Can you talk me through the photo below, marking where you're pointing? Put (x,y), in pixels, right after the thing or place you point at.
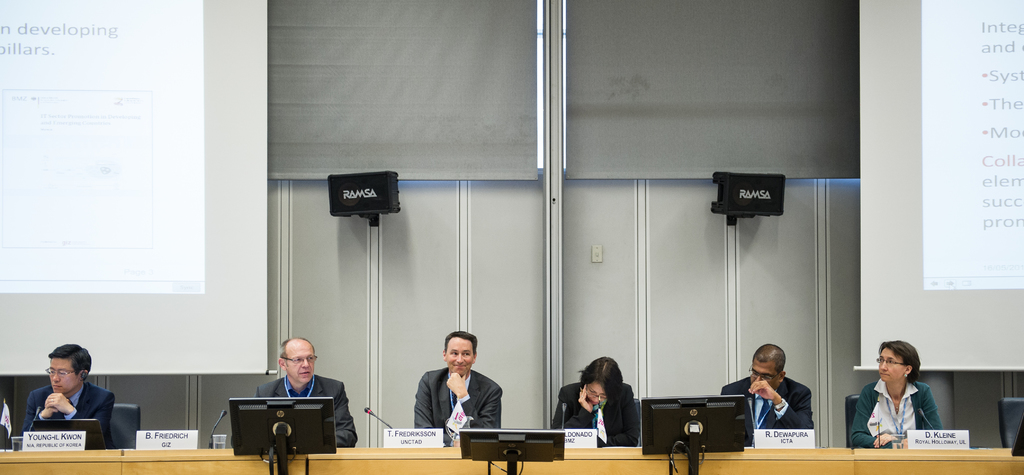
This image is taken indoors. In the background (347,314) there is a wall (485,315). There are two window blinds (624,135). There are two objects (382,193) and there are two screens (894,237) with a text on them. At the bottom of the image (241,468) there is a table (875,458) with a few name boards (394,445), laptops (61,428), mics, glasses (20,438) and a few things (11,451) on it. There are three monitors (497,433). A few people (914,399) are sitting on the chairs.
